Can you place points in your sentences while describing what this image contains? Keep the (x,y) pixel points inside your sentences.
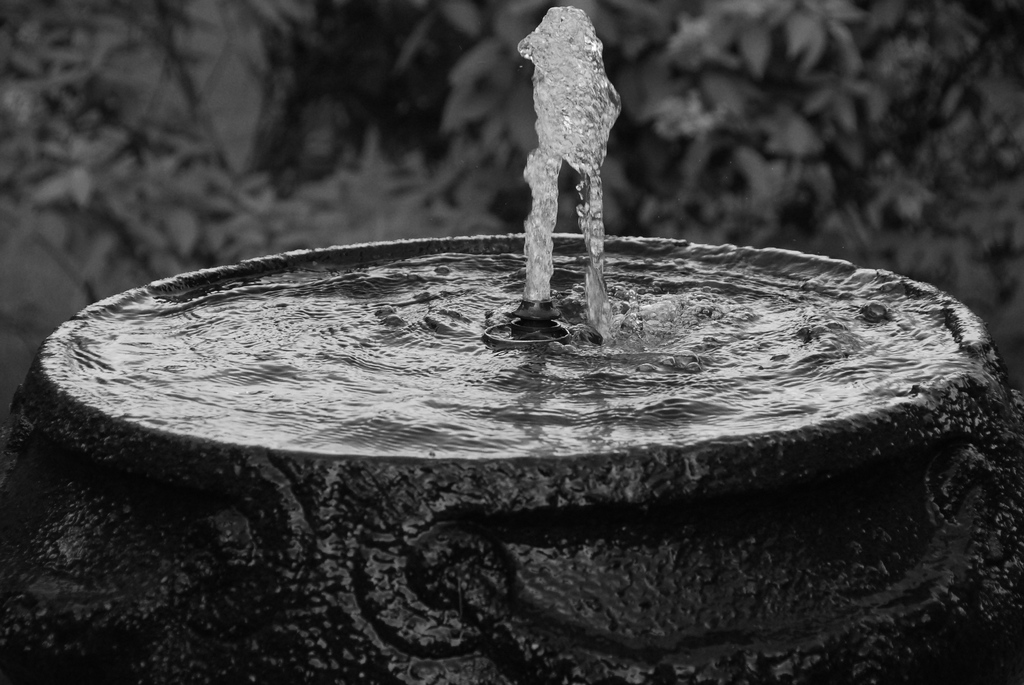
In this image there is a fountain (364,490). In the background (349,208) there are plants (882,128).
